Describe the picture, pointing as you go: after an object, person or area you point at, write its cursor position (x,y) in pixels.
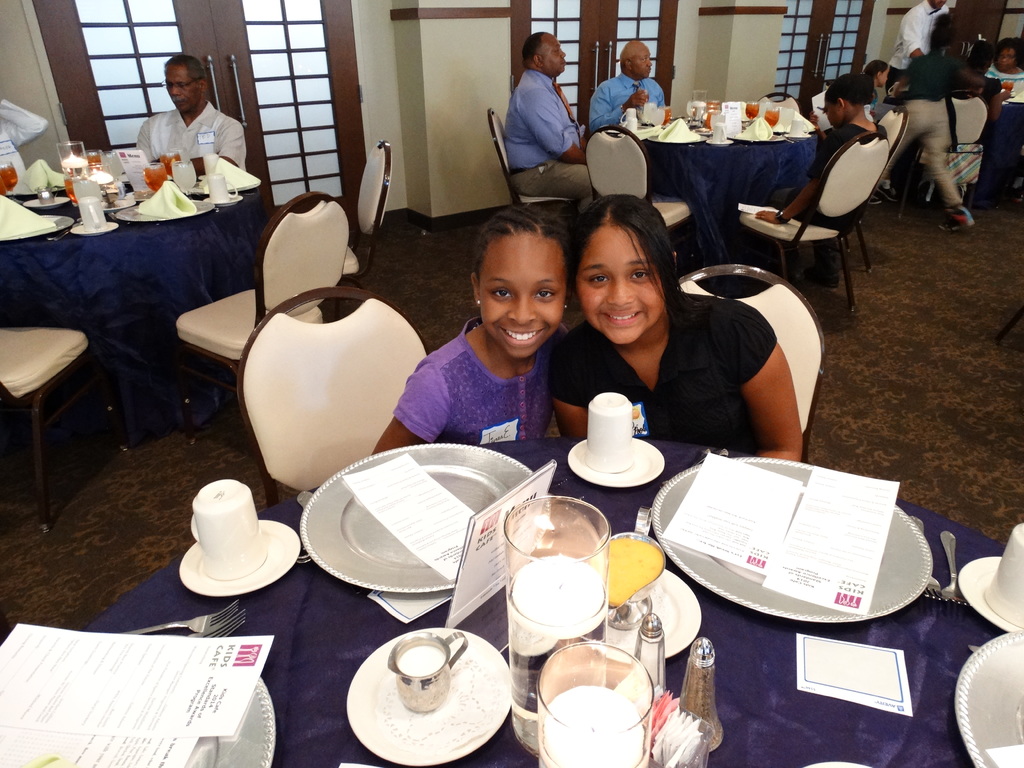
in this image the many people (573,433) they are sitting on the chair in front of the table (754,642) the floor (902,377) contains chairs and the tables (625,511) and the table (627,498) has plates (396,559), glasses (538,652) some tissue papers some spoons (243,615) are there and behind the persons (617,216) some three doors (286,51) are there.
